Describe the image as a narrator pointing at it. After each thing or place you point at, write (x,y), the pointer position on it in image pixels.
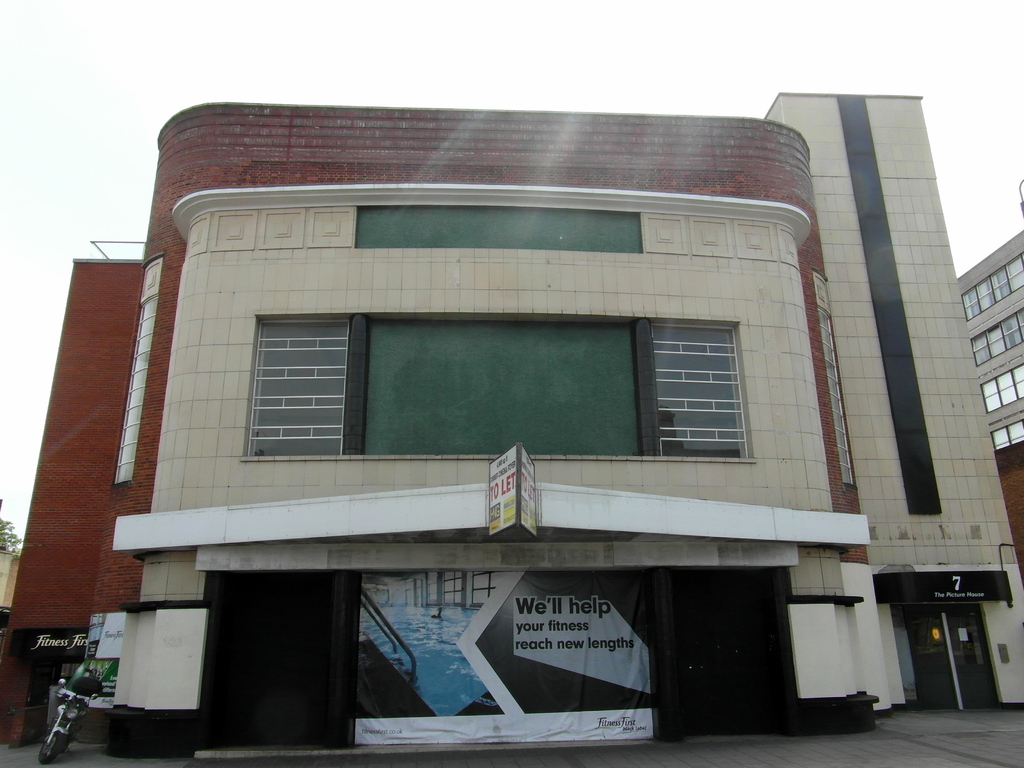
In the picture I can see a building (268,471), board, banner (514,712), a motorbike (69,735) parked on the left side of the image (52,749), another building (1019,378) on the right side of the image (1023,526) and the sky (480,70) in the background (824,63).
